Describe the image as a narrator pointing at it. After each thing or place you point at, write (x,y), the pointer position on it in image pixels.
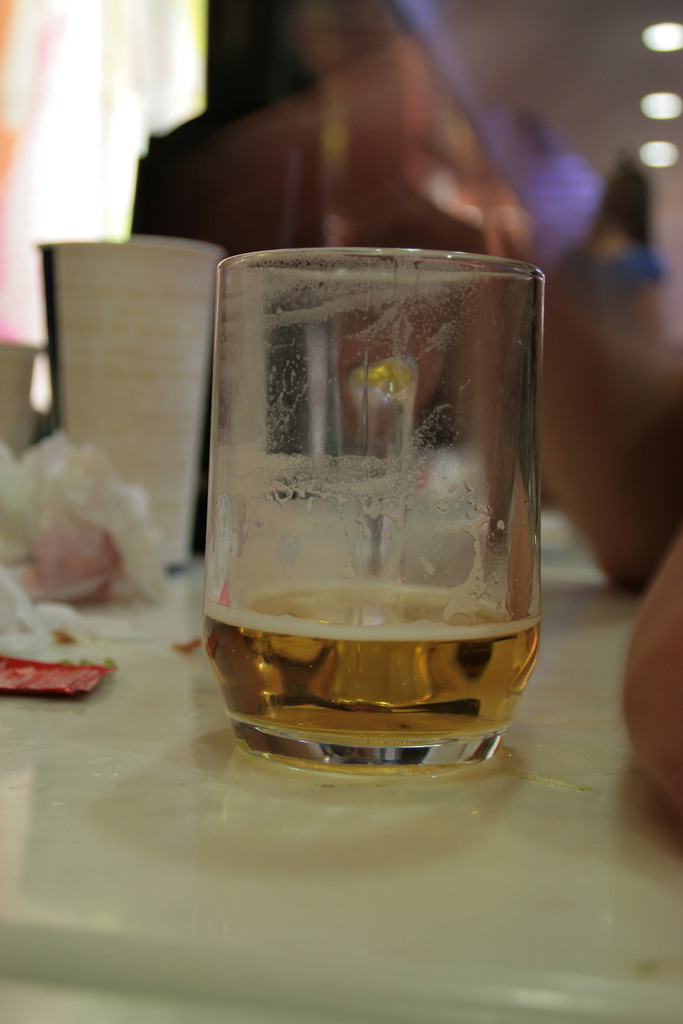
This is a picture taken in a room (42,69), this is a table (214,805) on the table (237,863) there are glass (346,566), cup (176,393), tissue (93,454) and some items (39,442). Behind the glass (232,419) is blur and on top (649,115) there are ceiling lights (653,103).
